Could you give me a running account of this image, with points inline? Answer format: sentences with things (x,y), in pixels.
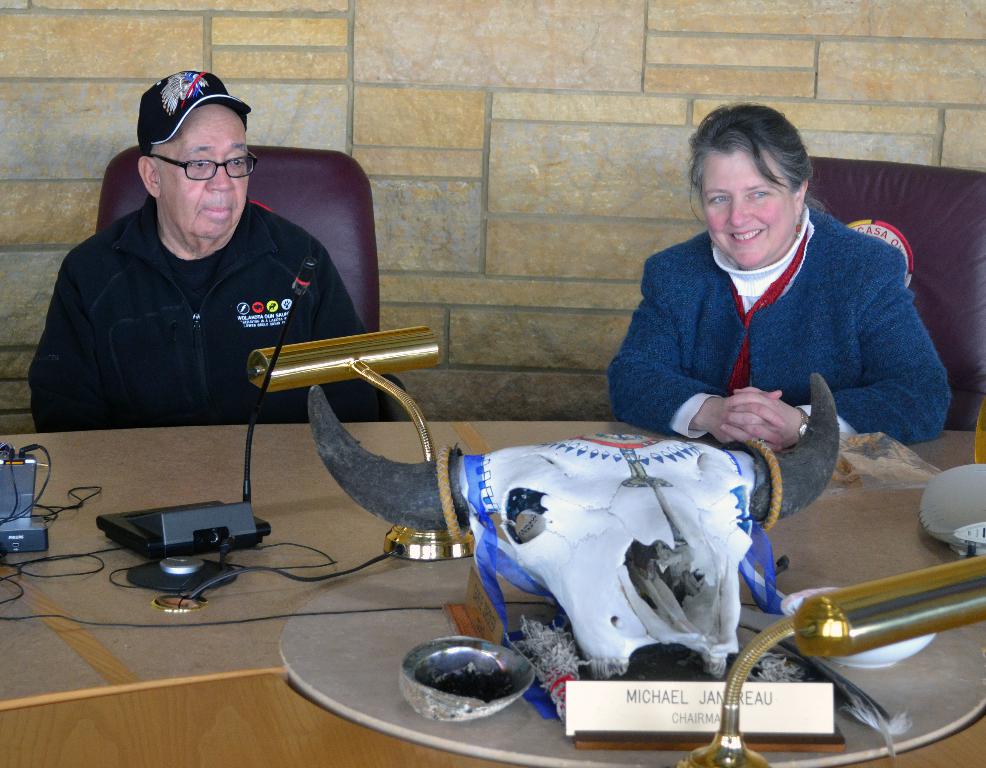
In this image we can see a man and a woman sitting on the chairs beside a table (560,430) containing the skull (549,502), a name board (612,736), wires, a mic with a stand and some objects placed on it. On the backside (568,36) we can see a wall (503,97).
